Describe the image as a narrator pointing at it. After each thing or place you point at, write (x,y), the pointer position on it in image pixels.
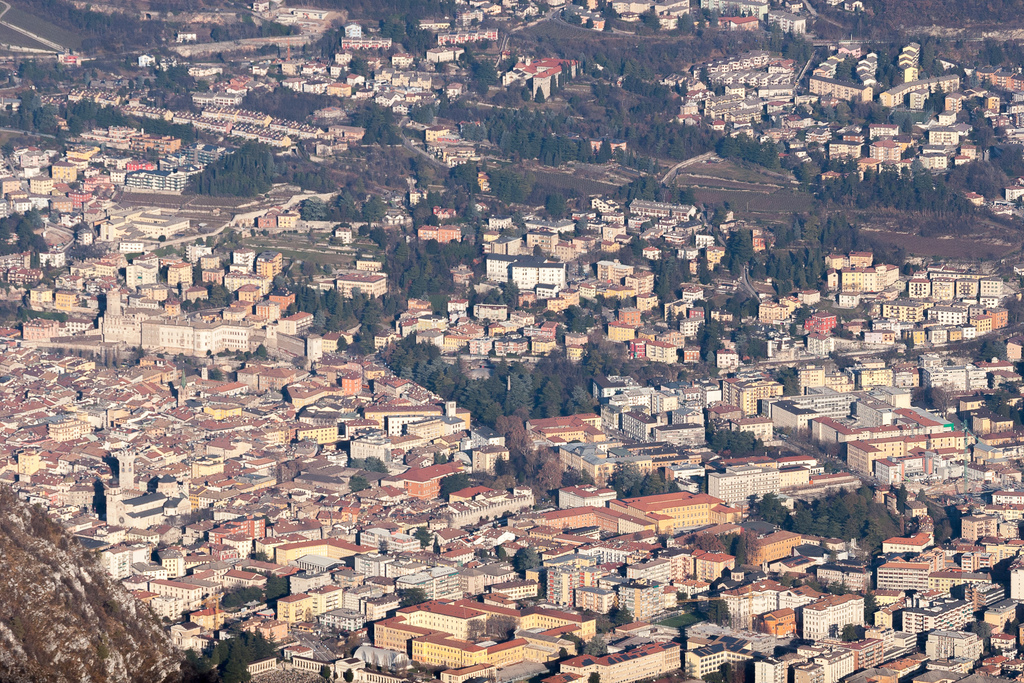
This is an aerial view. In this image we can see buildings (460,455), trees (746,332) and ground (585,183).
